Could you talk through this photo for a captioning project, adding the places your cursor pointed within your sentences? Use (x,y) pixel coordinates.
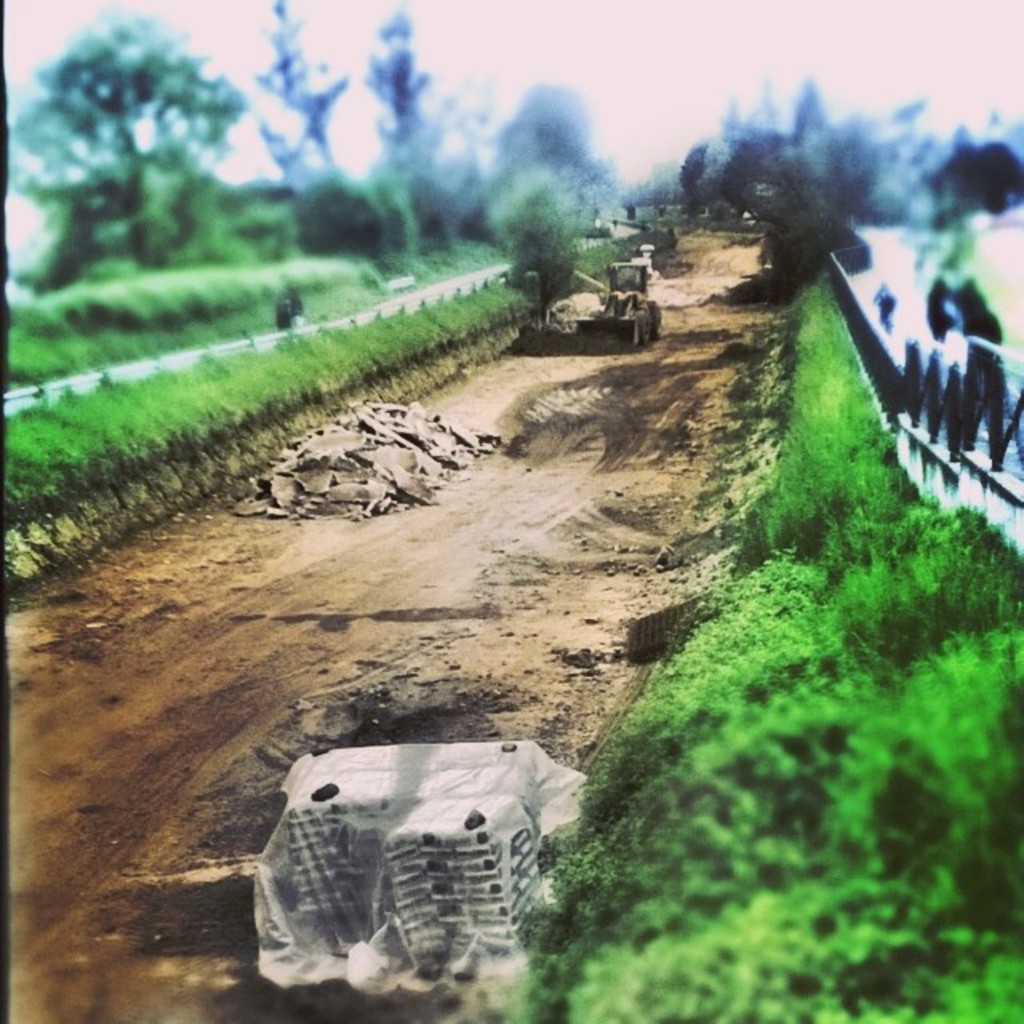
In the center of the image (386,444), we can see construction equipment (634,303) and there are stones (376,454) and some objects (363,836) on the road (384,559). In the background (245,339), there are trees (735,188) and we can see grass (457,260). At the top (667,53), there is sky (689,53).
